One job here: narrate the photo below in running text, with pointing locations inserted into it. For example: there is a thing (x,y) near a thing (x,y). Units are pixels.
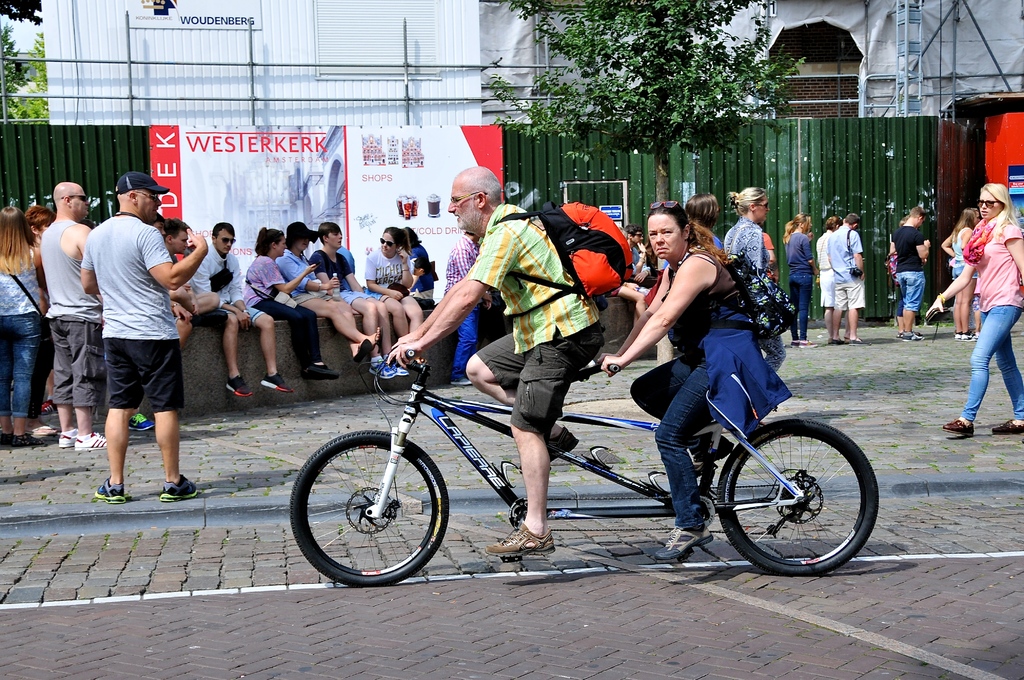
This image is clicked outside. There is a building (804,85) on the top (334,31) and trees (686,115) on the top (671,105). There are so many people (520,336) in this image, two of them (512,379) riding bicycle (452,400) and so many people (306,296) they sat and people (94,278) on left side (91,316) and right side (756,253) they are standing.
